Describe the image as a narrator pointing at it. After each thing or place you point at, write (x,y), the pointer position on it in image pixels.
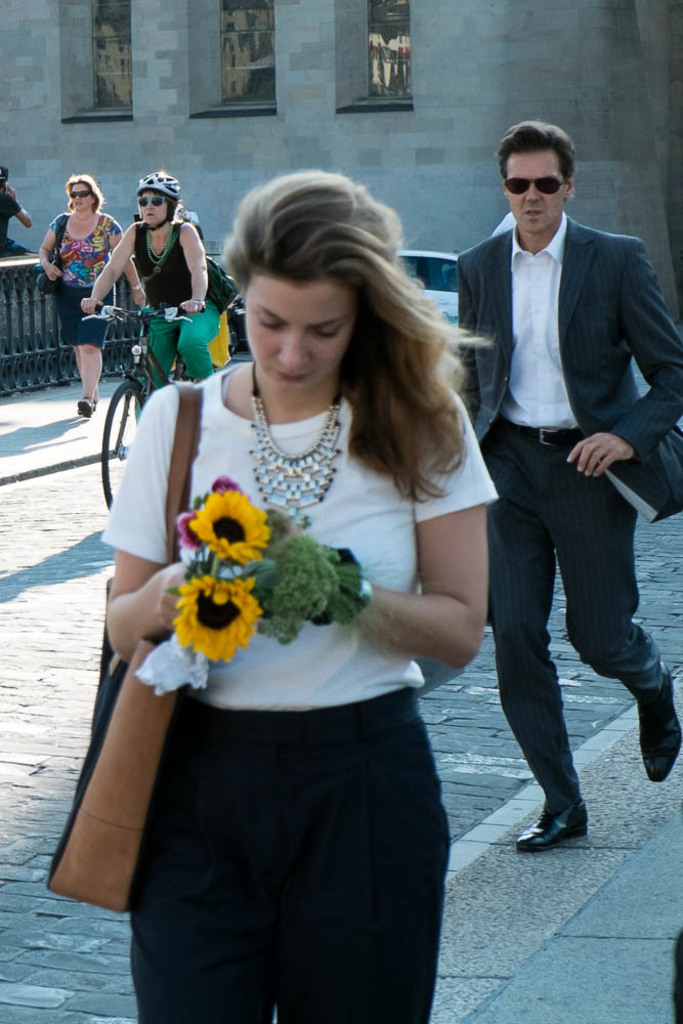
In the foreground (394,454), a woman (384,334) is walking and she is carrying a brown and black color bag (123,774) in her hand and holding a bouquet (211,616) in her hand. In the background (565,836) a person (653,270) is running. In the left middle (222,351), a woman (186,334) is riding a bicycle (152,313) and another woman (67,325) is walking on the road (8,558). Behind that a car (409,266) is moving on the road (30,532). In the background (196,190) the walls (175,170) are of grey in color and window (384,69) is visible. This image is taken on the road (37,577) during day time.
